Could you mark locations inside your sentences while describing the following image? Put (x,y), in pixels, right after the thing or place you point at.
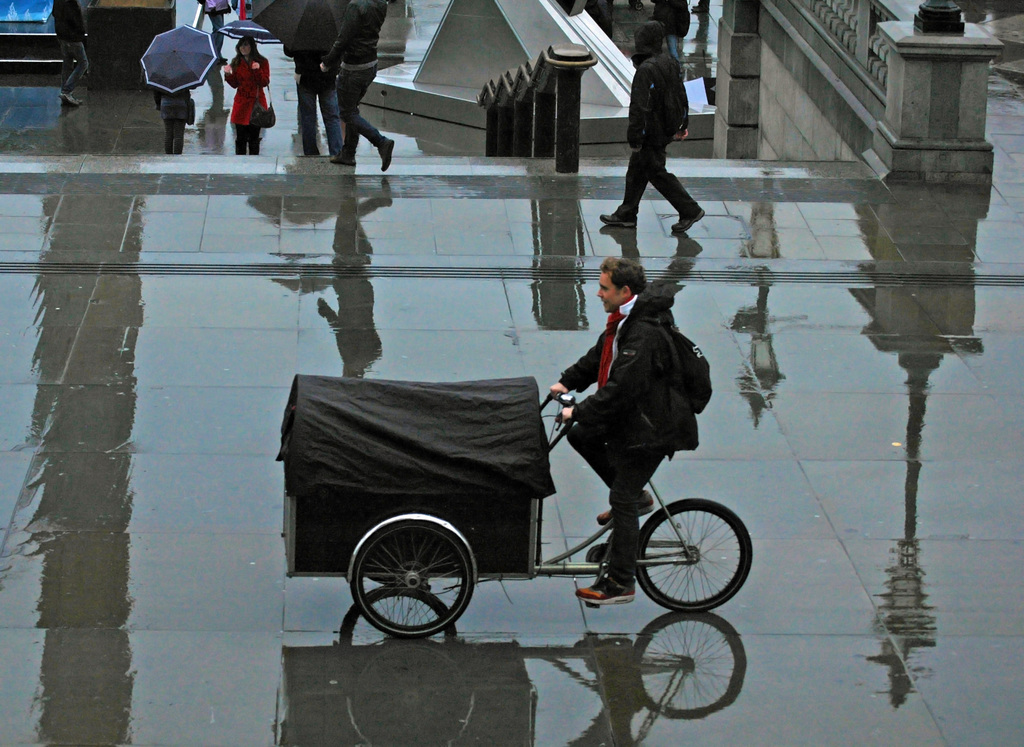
In this picture there is a person (638,450) sitting on vehicle (510,502) cycling it on the place. There are some people (309,84) walking with umbrellas (166,65) here in the background (154,60).
